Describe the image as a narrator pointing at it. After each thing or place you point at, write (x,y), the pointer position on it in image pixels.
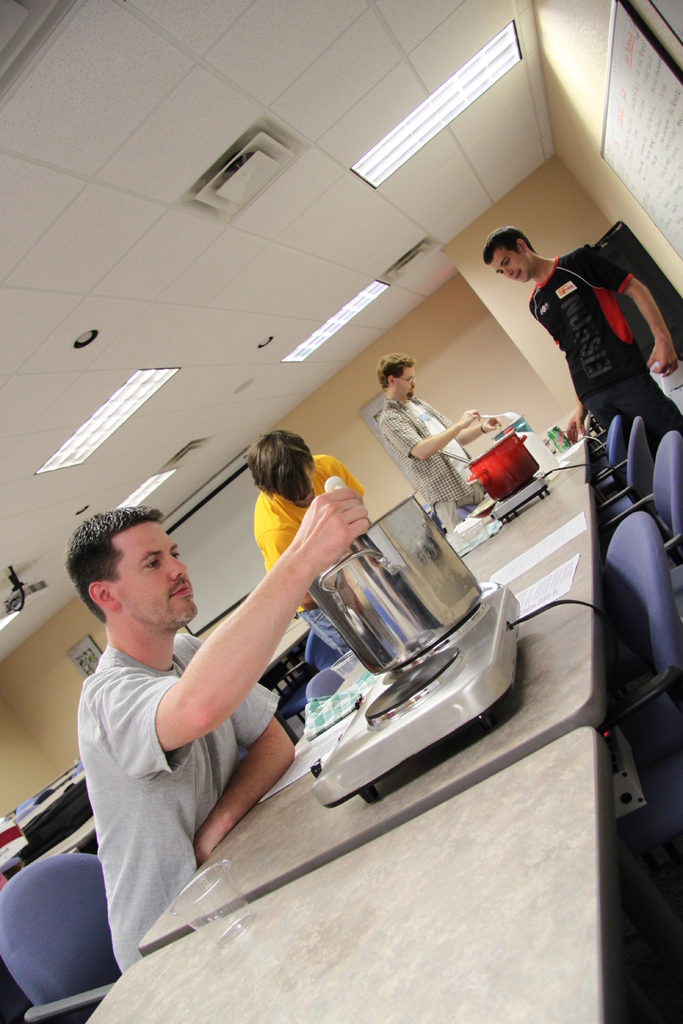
In this picture, there are tables (200,982) in the center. On the picture, there are four men (575,361). Among them, two are cooking food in the vessels (429,604) which are on electric stoves (356,791). One of the man (458,494) towards the right (468,424) and another man (176,648) is towards the left (187,643). In the center (305,501), there is a man (295,438) wearing a yellow t shirt (325,461). Towards the right corner (585,337), there is another man (665,402). On either side of the table (593,666), there are chairs (624,610). On the top (228,205), there is a ceiling (308,250) with lights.
